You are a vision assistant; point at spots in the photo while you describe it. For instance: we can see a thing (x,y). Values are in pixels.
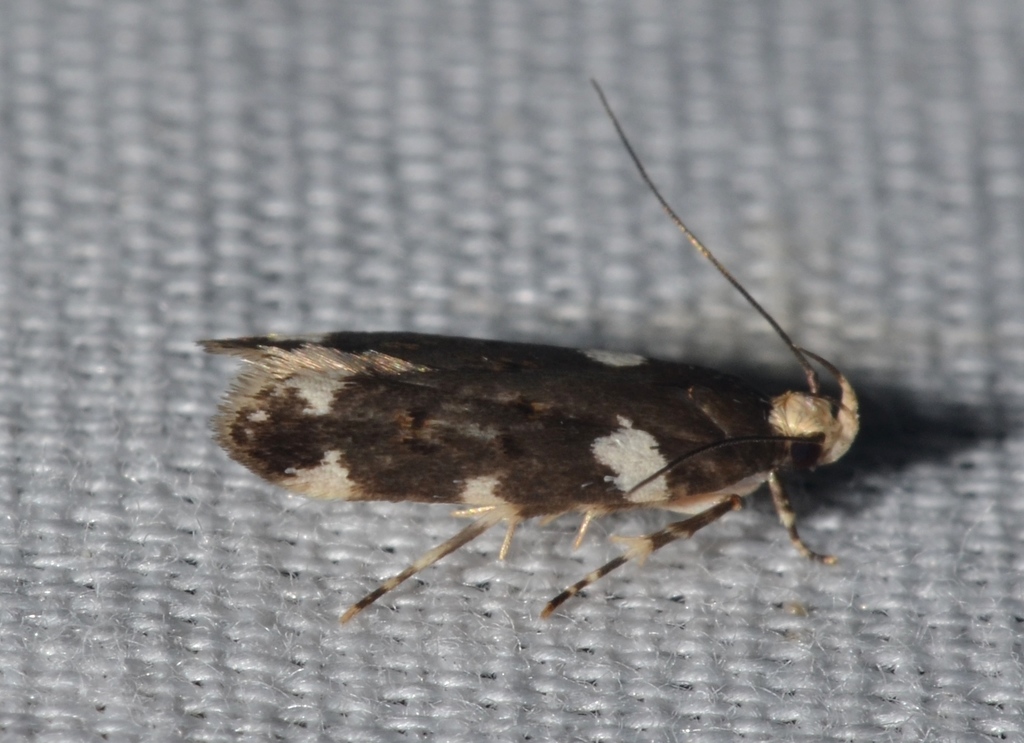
In the center of the image (543,390) there is a insect (305,446) on the carpet (197,574).
